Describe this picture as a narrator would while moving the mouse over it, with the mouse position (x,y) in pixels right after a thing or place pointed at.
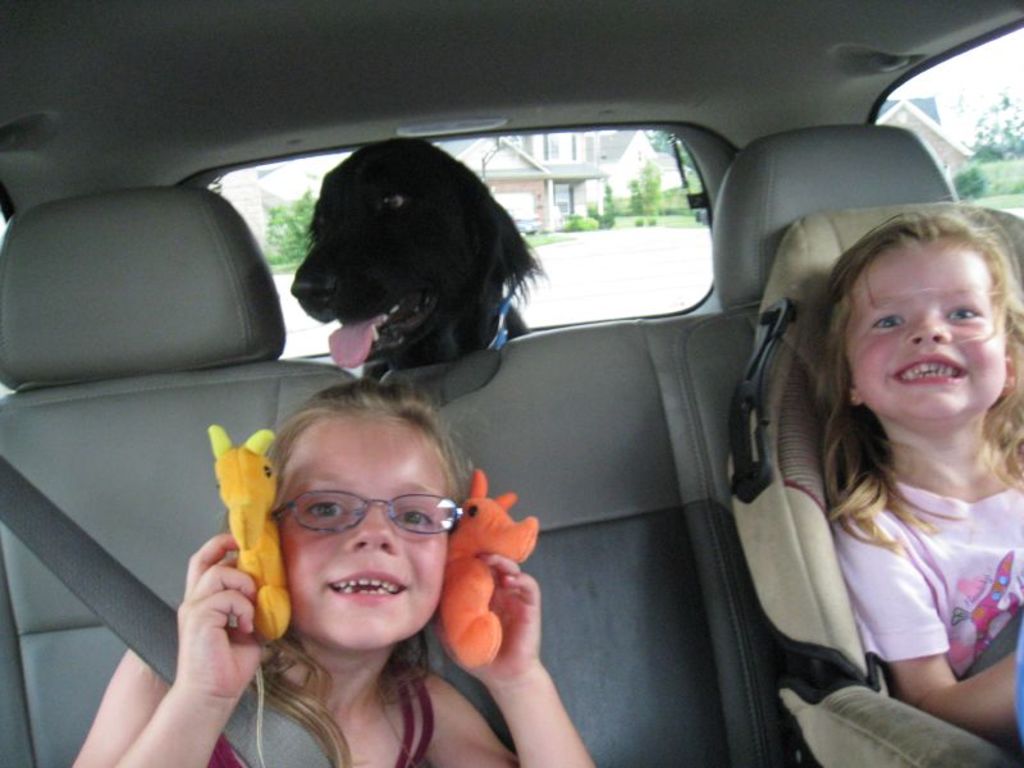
There are two small girls (875,523) sitting inside the car (457,371) and smiling. This is the black dog (485,339) inside the car (509,343). these are the toys (469,537) which are in orange and yellow color. At background (536,191) I can see the house (551,180) and trees (611,218) through the car window (597,254).
